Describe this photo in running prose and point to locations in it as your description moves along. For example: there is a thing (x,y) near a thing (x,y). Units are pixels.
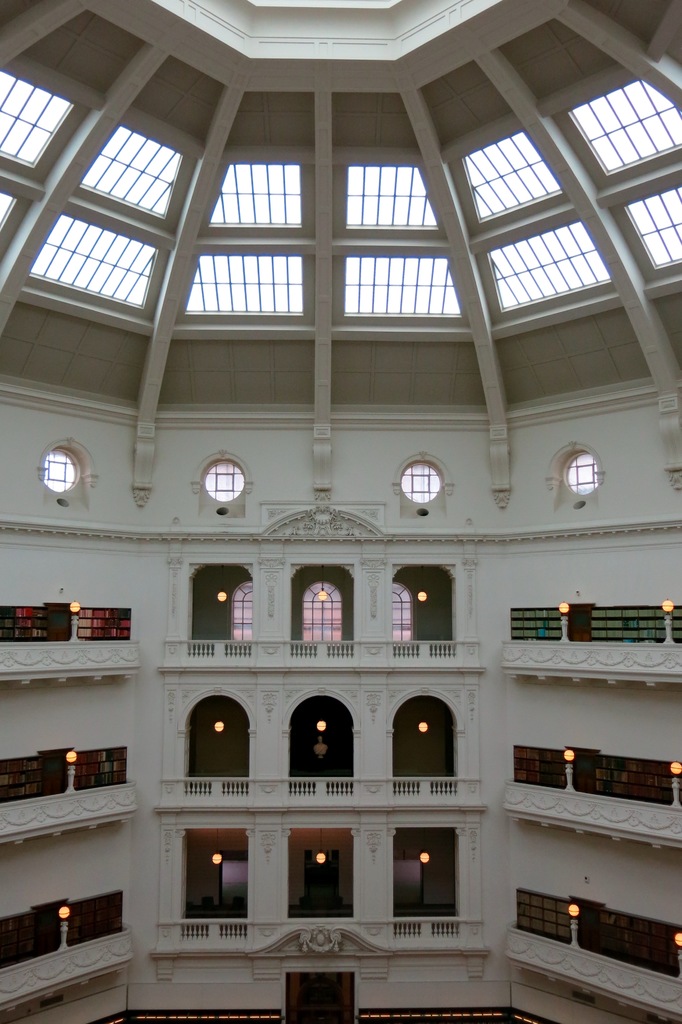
This image is clicked inside the building (335,444). The walls (465,697) are in white color. In the front (286,659), there are arches (295,619) and railings (200,788) to each floor (295,889). And there are lights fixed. To the top (271,271), there is a roof (153,319).
